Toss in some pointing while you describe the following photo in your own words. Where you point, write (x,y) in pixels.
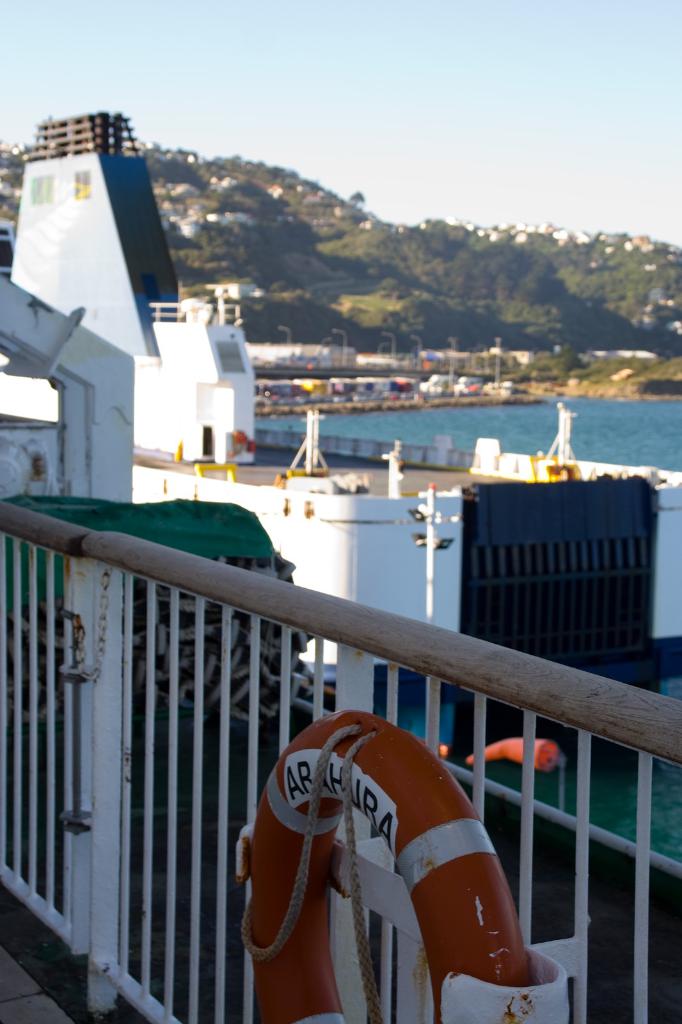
In the foreground of the picture (217,609) we can see chains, railing (319,667), buoy (358,785). The picture might be taken from a ship (98,462). In the middle of the picture (449,527) we can see containers (400,395), ship (329,493) and a water body (638,445). In the background (388,278) we can see trees (342,265), buildings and sky (297,75).
